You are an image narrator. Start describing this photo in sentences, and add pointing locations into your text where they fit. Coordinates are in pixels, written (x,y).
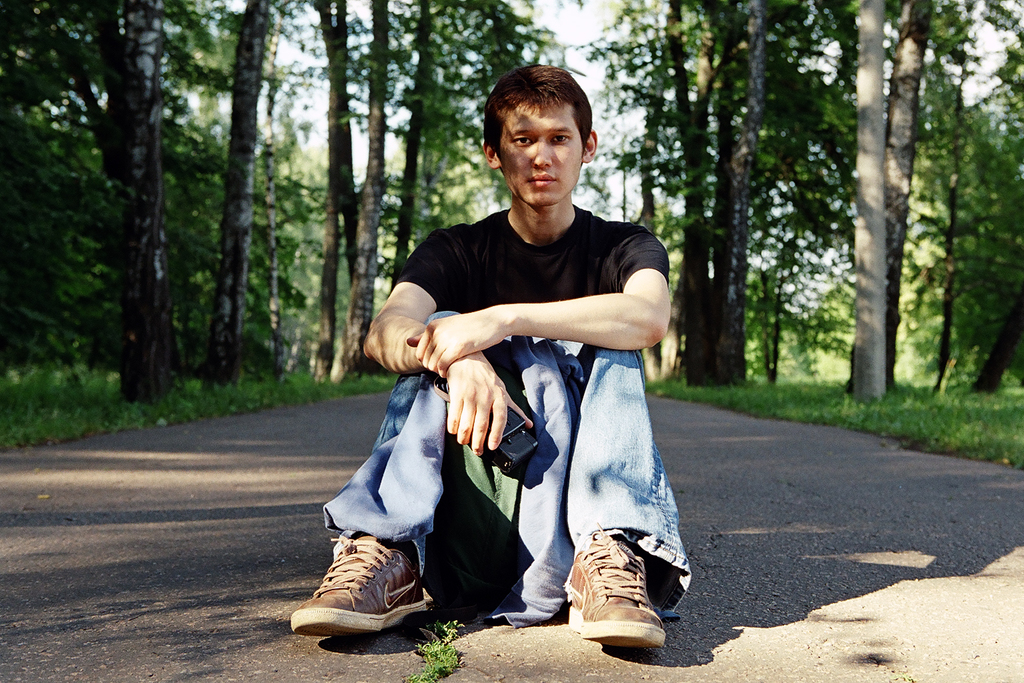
In this image I can see the person (471,349) sitting on the road (268,485). The person (535,323) is wearing the blue and black color dress (541,349) and holding something. To the side of the person (531,488) I can see many trees (471,215). In the background (620,132) there is a sky (363,106).
